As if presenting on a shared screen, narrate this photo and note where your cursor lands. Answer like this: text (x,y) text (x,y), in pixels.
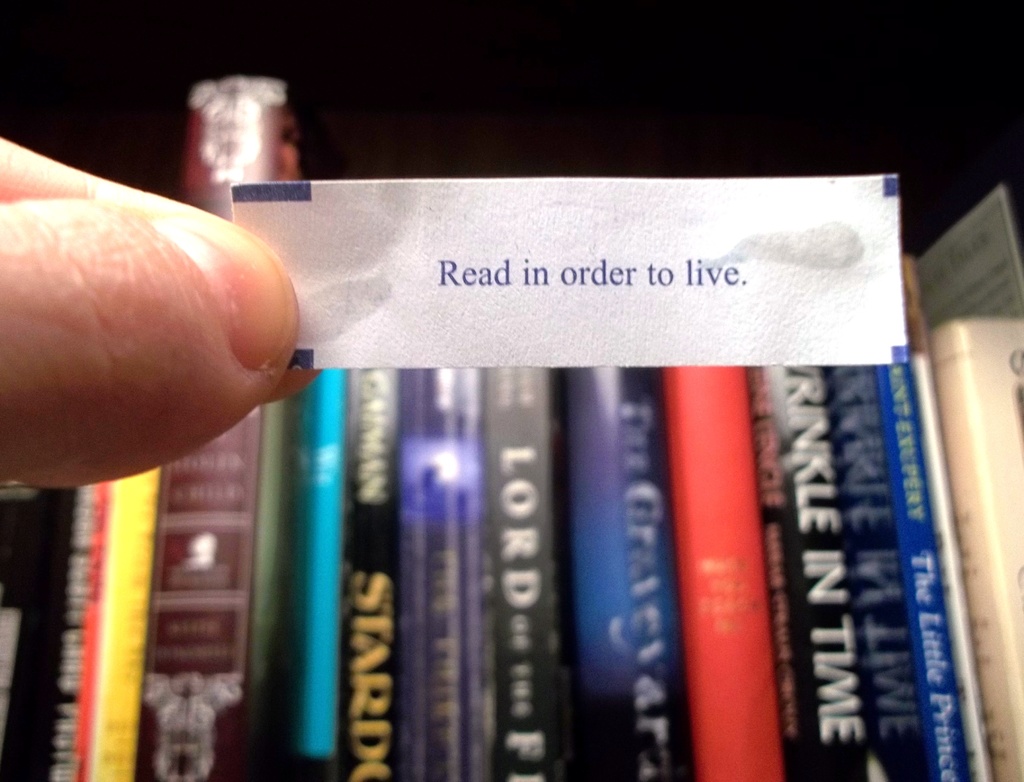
In this image there is a hand (105,293) on the left side (91,285) which is holding the paper (554,265). On the paper (586,295) there is some text (656,272). In the background (371,514) there are books (306,575) kept one beside the other.
